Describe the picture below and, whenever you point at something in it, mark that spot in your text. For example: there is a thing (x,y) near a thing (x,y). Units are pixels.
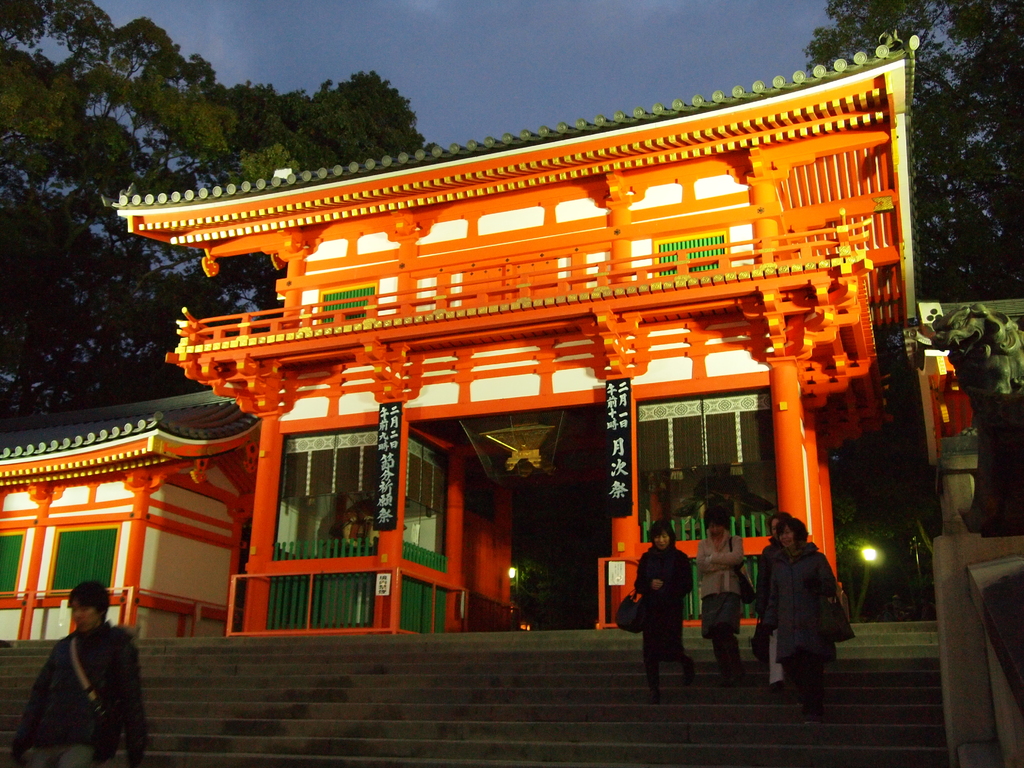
In this image we can see houses (355,438). In front of the houses (270,602) we can see the stairs (567,687) and persons (759,580) walking on stairs (492,696). The persons (672,622) are carrying objects (625,608). Behind the houses (467,543) we can see the trees (87,336). At the top (455,78) we can see the sky (550,39). On the right side (960,557), we can see a wall (941,611).
